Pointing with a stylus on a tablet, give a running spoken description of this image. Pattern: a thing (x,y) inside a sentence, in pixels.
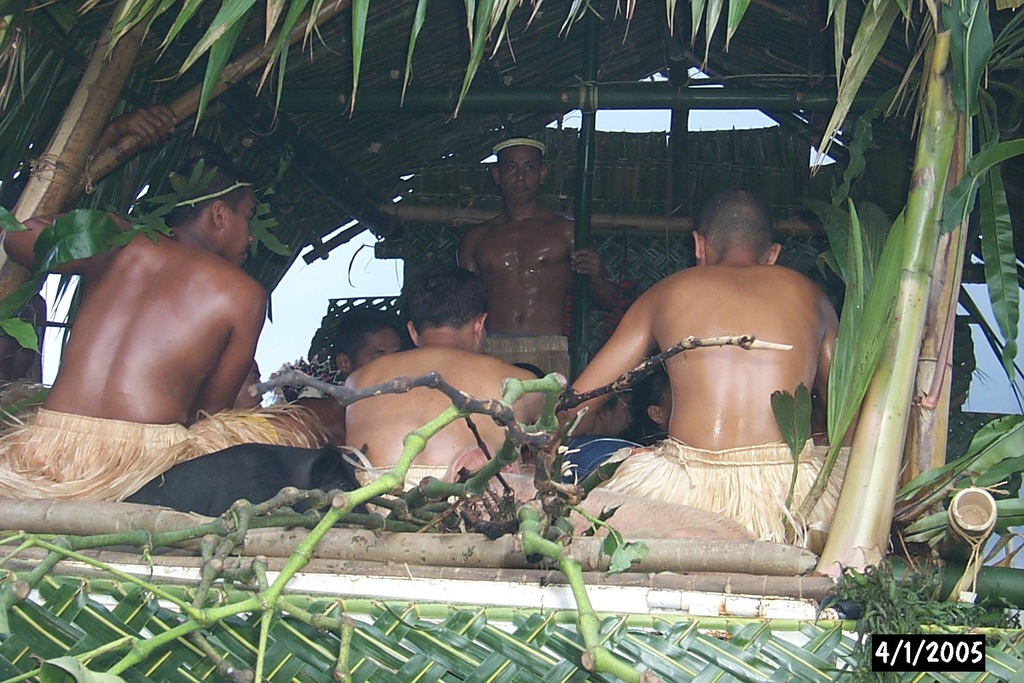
In this image I can see a group of people (410,319) in a hut (634,236), bamboo sticks (495,571), branches (587,615) and the sky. This image is taken may be during a day.
